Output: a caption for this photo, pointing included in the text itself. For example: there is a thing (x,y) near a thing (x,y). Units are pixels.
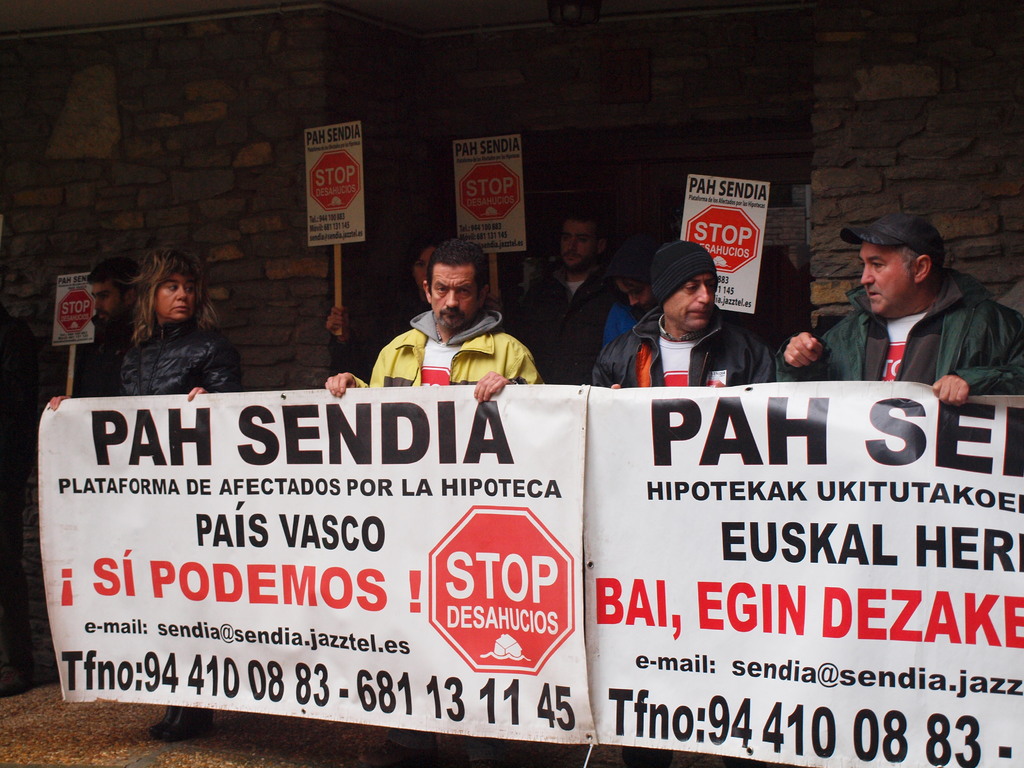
In this picture we can see four persons (422,356) standing and holding banners (690,565) in the front (600,574), there are some people (569,242) and holding placards (734,245) in the background (367,236), there is a wall (141,83) here.
